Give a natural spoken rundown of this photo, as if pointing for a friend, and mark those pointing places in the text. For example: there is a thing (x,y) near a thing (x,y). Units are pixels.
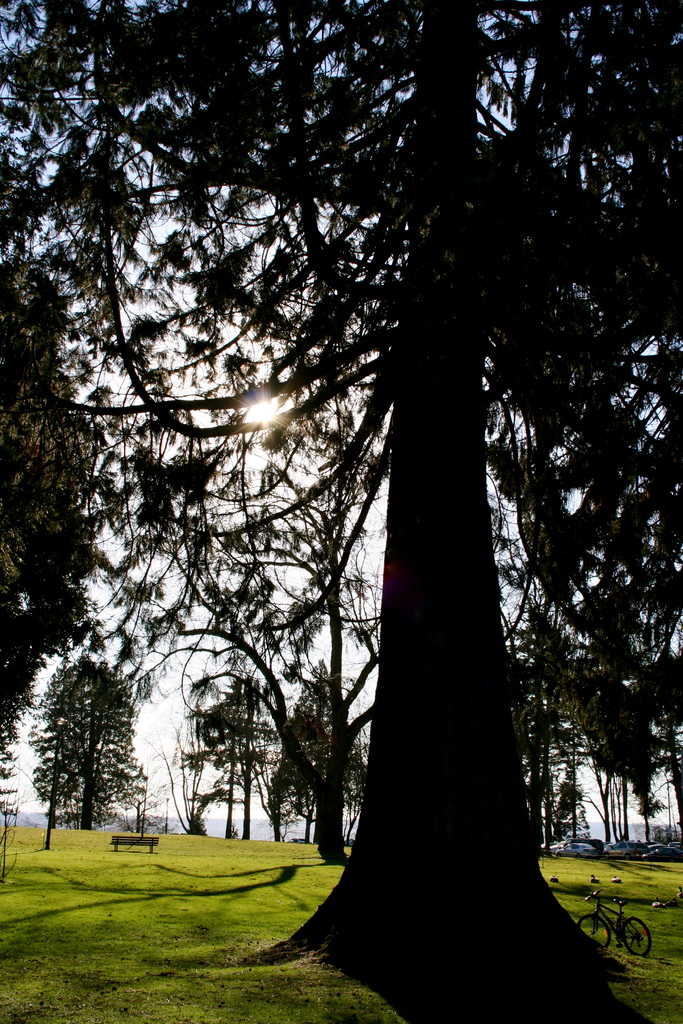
In this image there is a grass land (158,901), in the grass land (124,854) there is a bench (115,848) a bicycle (580,924) and there are trees (462,643).
